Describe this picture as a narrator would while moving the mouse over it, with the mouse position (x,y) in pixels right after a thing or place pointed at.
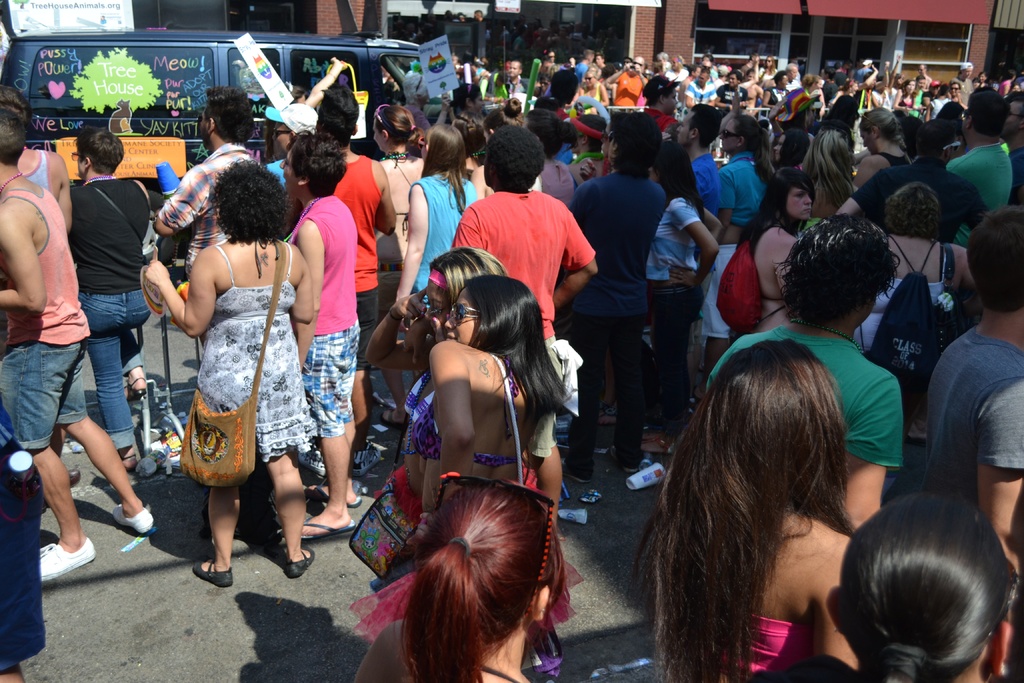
In this image I can see crowd of people (583,210) and I can see the building (655,46) at the top (1006,46) and I can see vehicle (47,57) at the top left (21,67).
